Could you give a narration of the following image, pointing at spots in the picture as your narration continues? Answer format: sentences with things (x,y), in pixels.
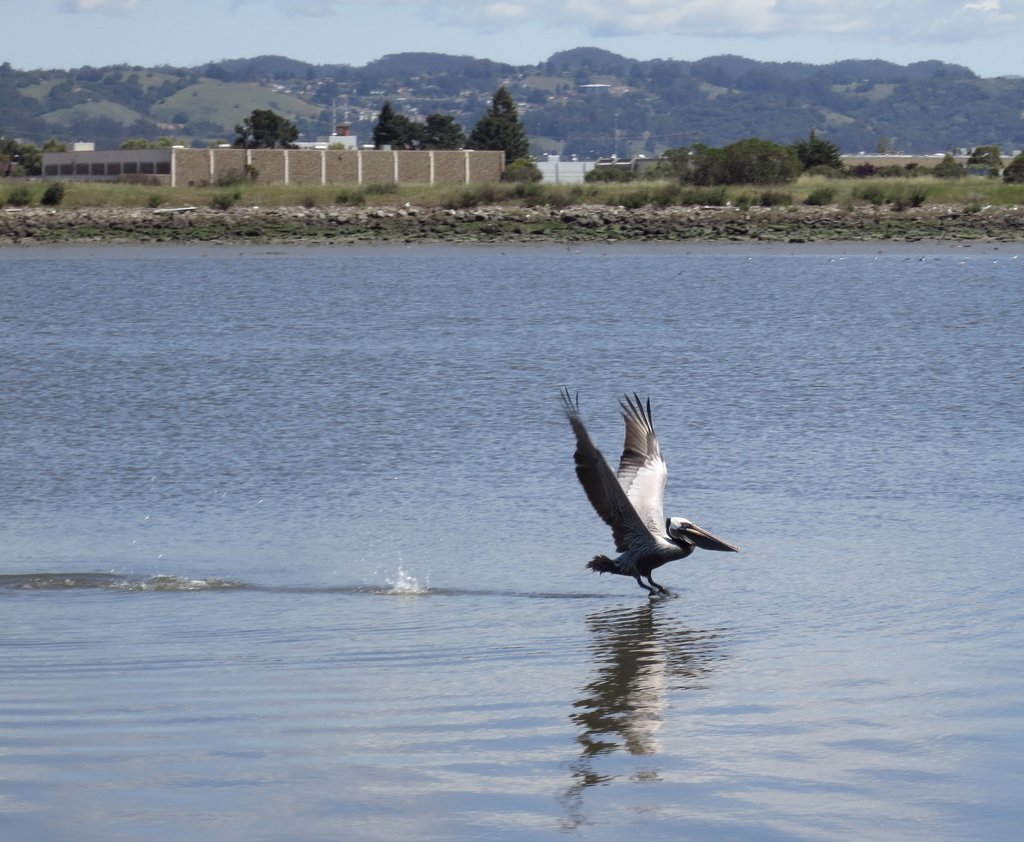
In this image there is water (421,505) in the front (395,536) and in the center (645,543) there is a bird (643,543). In the background (432,139) there are trees (724,177), buildings (438,157) and the sky (438,41) is cloudy.
